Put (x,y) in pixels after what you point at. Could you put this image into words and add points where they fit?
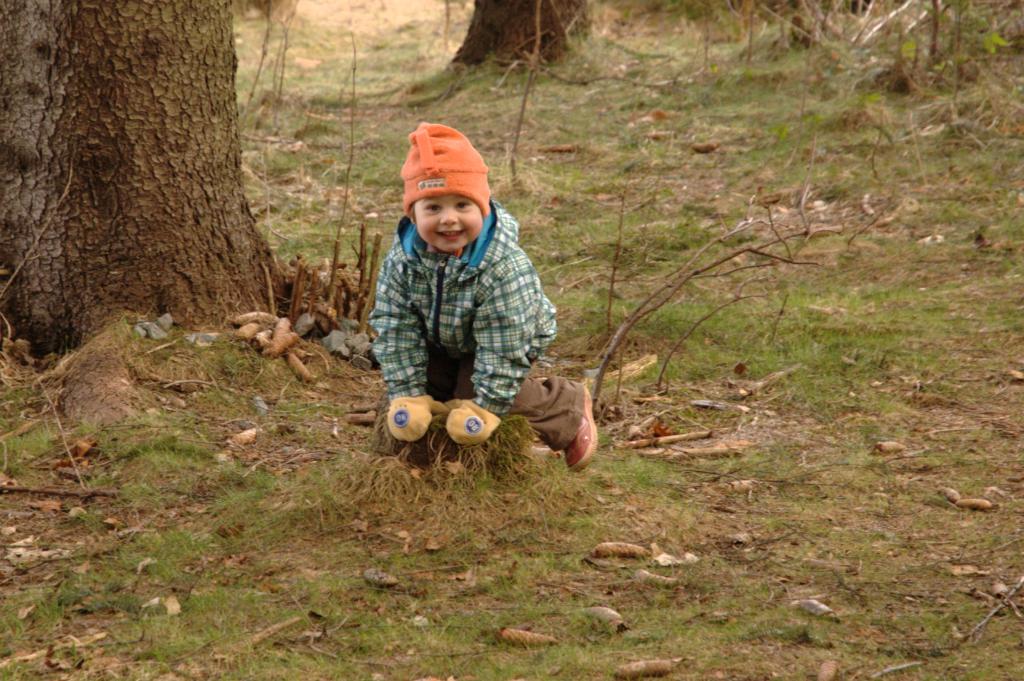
In this image in the center (442,306) there is one boy (442,385) who is wearing a hat (435,183) and gloves (449,422). At the bottom (173,597) there is grass (670,525) and some scrap (356,520), and in the background (51,319) there are some trees (228,110).
